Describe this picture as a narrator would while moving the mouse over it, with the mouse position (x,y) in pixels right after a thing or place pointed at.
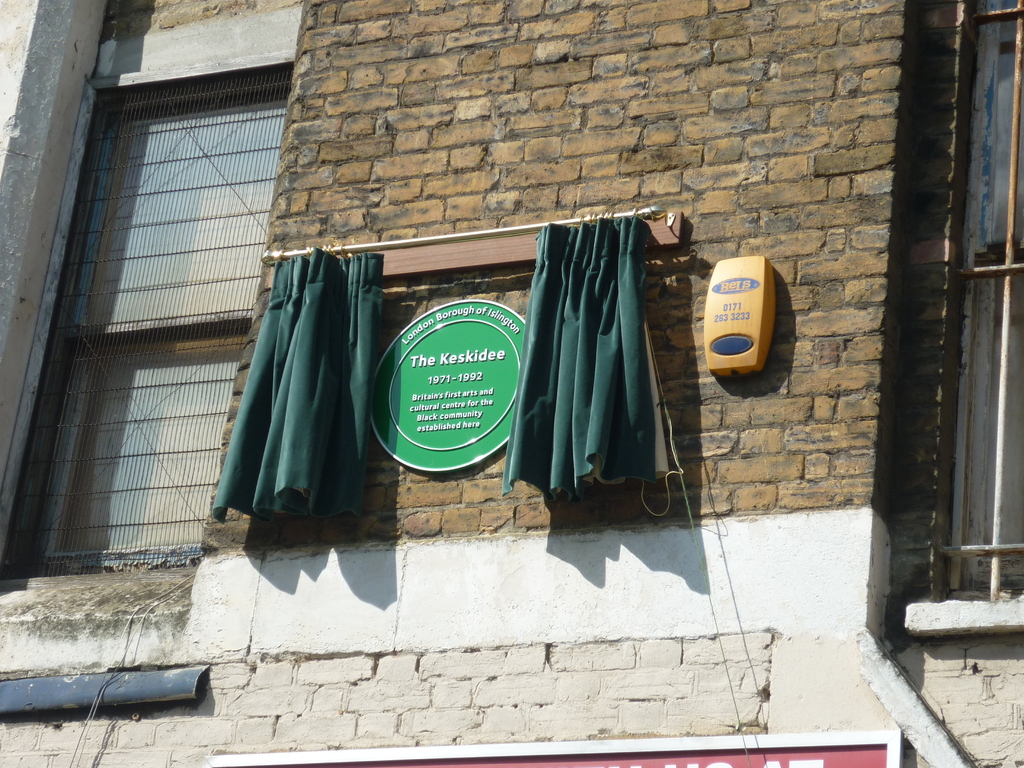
In this picture we can see the building wall (500,555) with brown color bricks (757,480). On the top (629,246) there is a green color naming logo (457,375) and small green curtains (539,347). Beside there is a yellow box (729,331) and on both the side there is a window grills (215,391).
